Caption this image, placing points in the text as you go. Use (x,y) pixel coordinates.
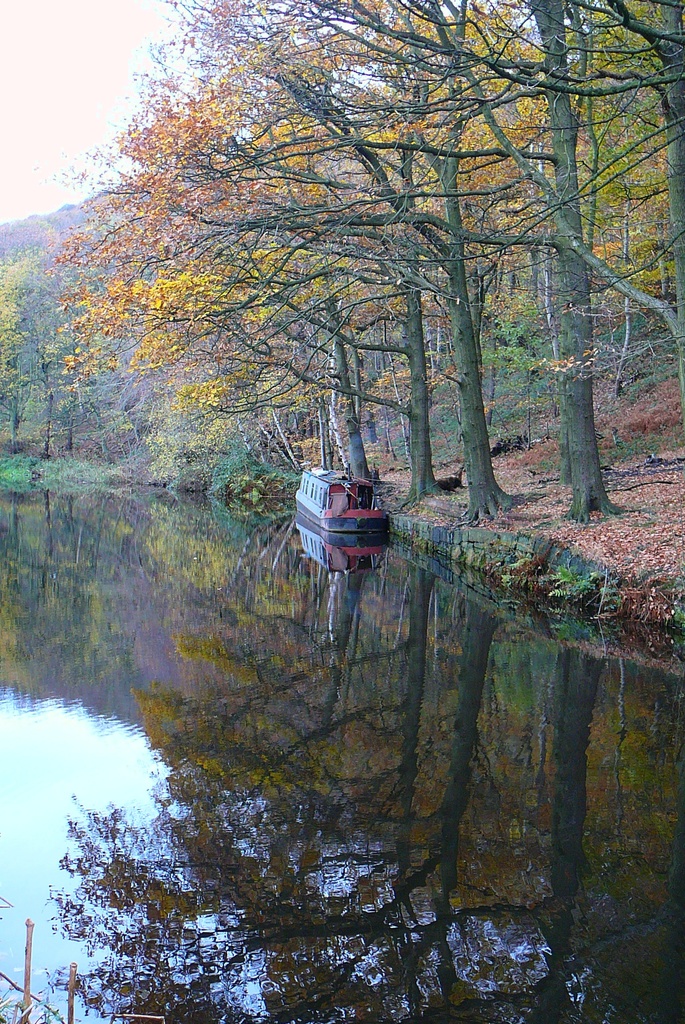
In this image I can see a boat (319,523) on the water (308,591). In the background (203,263) I can see trees (207,227) and the sky (78,60).
